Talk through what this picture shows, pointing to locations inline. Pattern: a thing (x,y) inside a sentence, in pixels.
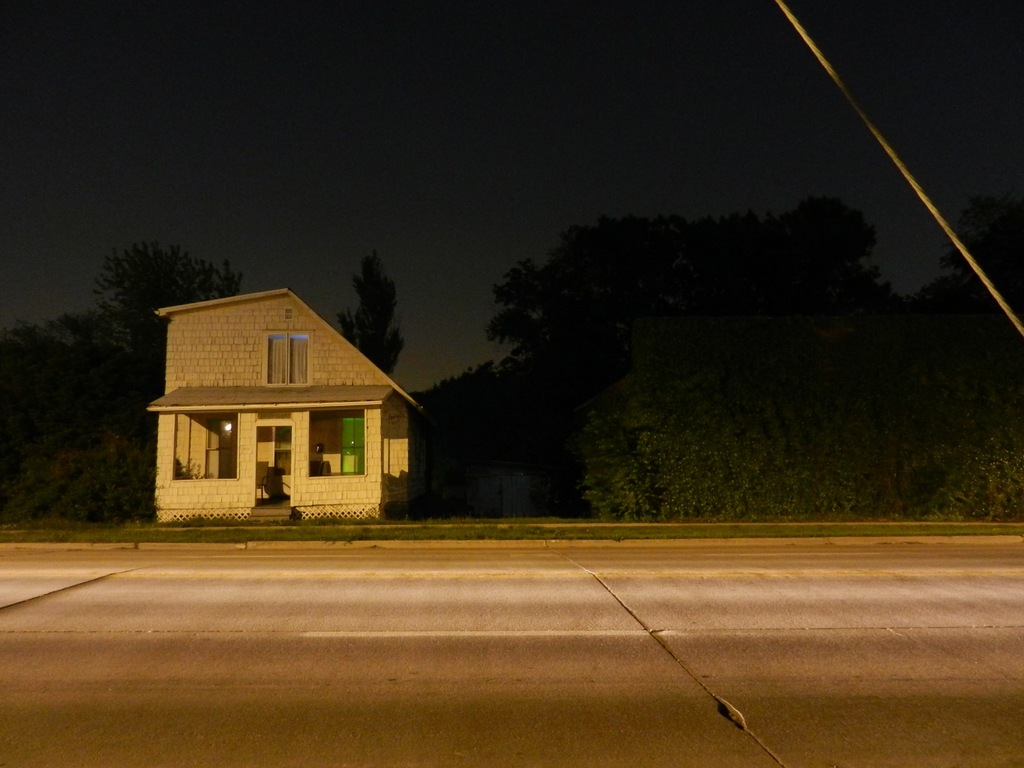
In this image we can see a road (478,647) at the bottom (714,609). In the back (215,452) there is a house (237,393) with windows (317,429) and door (268,447). Near to the house (253,447) there are trees (570,364). In the background (501,61) there is sky (702,111).
